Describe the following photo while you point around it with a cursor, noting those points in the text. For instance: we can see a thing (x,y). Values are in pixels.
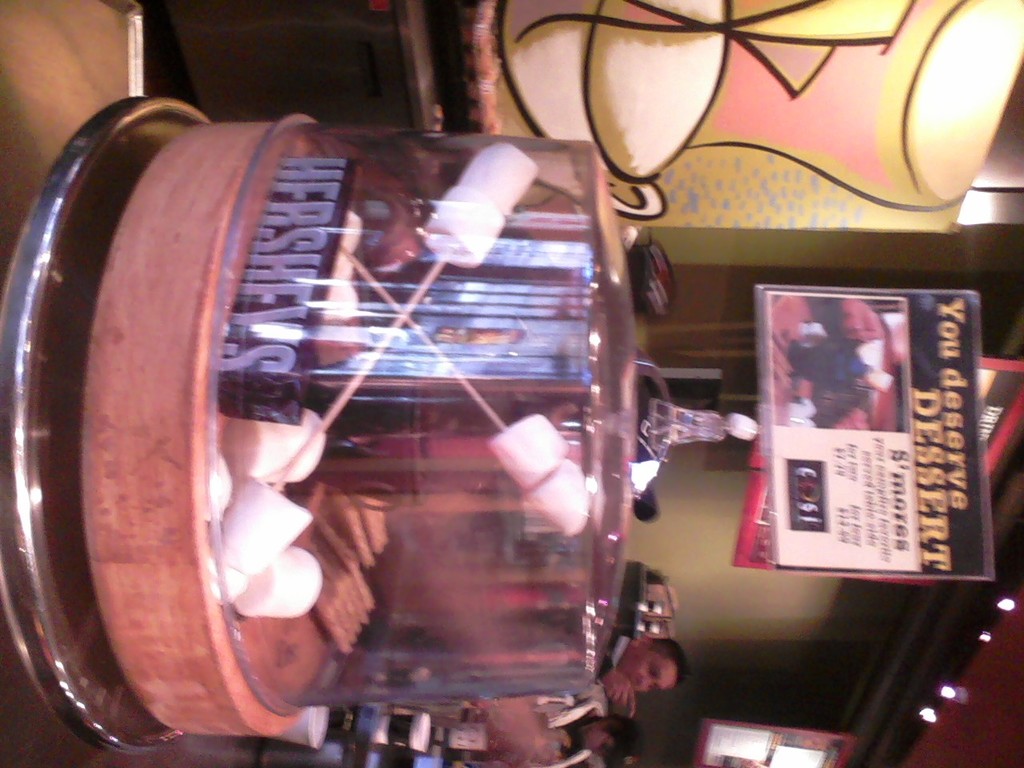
In this image I can see the bowl (428,541) with some marshmallows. To the side I can see few people (577,712) and I can also see the boards (900,509) and light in the top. In the background (702,190) there is an object (736,212) which is in yellow, white and pink color.
